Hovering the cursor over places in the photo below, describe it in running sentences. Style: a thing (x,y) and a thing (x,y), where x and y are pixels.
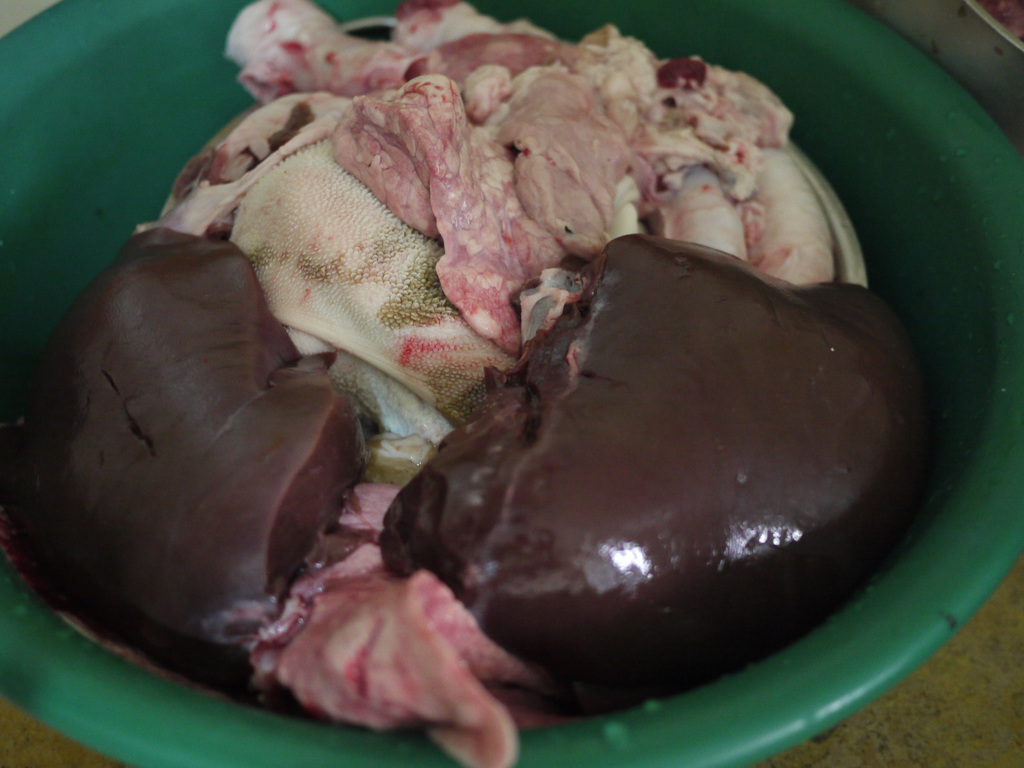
In this picture I can observe meat (540,382) in the green color bowl (153,193). This meat (452,261) is in cream and brown color.
